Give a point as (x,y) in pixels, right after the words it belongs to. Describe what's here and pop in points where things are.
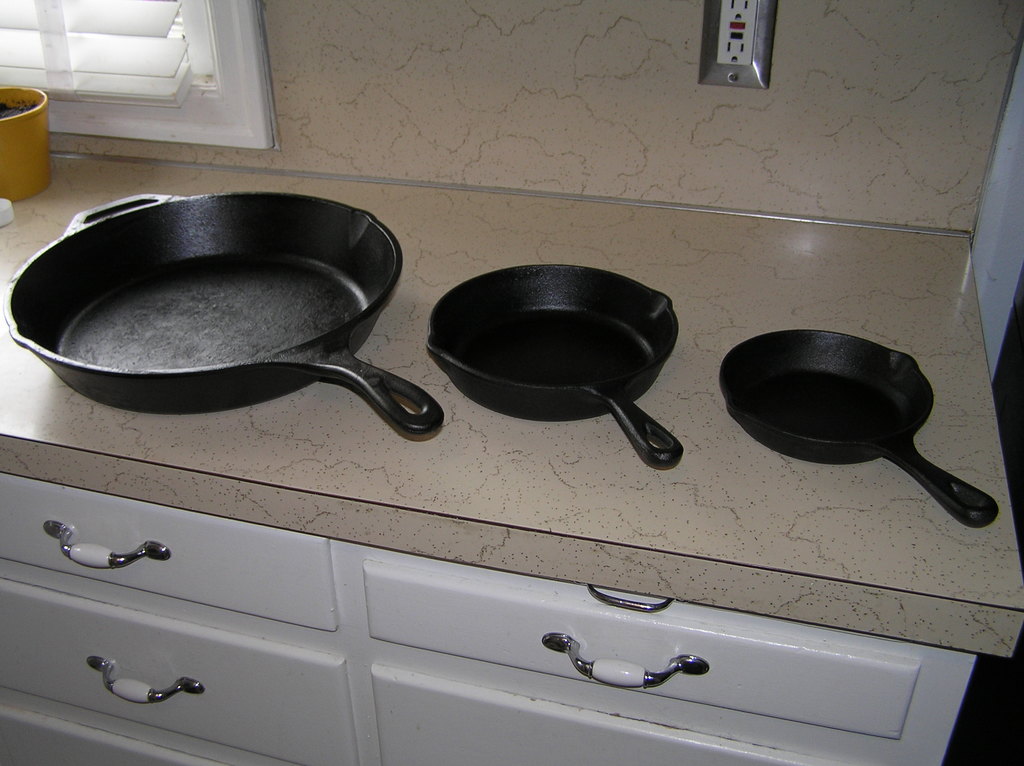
These are the different sizes of frying pans (501,379), which are placed on the table (545,491). I can see the drawers (390,699) with the handles (695,677). On the left side of the image (7,152), that looks like a small cup (37,126), which is yellow in color. I think this is a window (156,118). At the top of the image (718,48), I can see a socket (745,49), which is attached to a wall (679,48).
